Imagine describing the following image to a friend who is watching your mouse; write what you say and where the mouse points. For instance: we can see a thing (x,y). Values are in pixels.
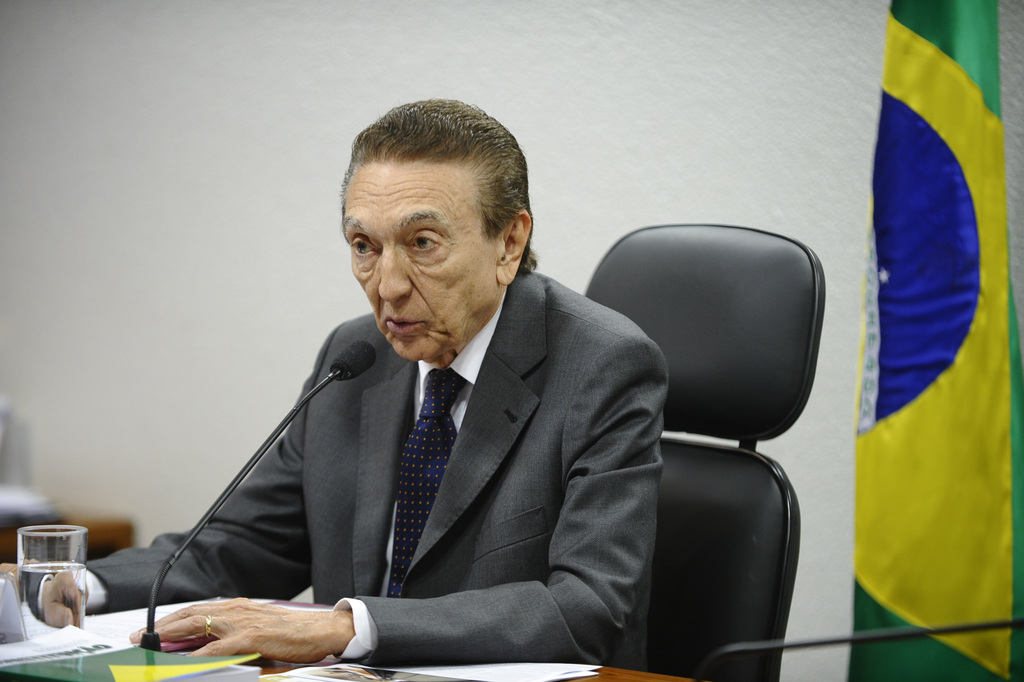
Here we can see a man (476,177) is sitting on the chair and in front (5,587) here is the microphone (221,501) and glass (54,620) and some objects (109,652) on the table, and at back (542,82) here is the wall (542,96).
